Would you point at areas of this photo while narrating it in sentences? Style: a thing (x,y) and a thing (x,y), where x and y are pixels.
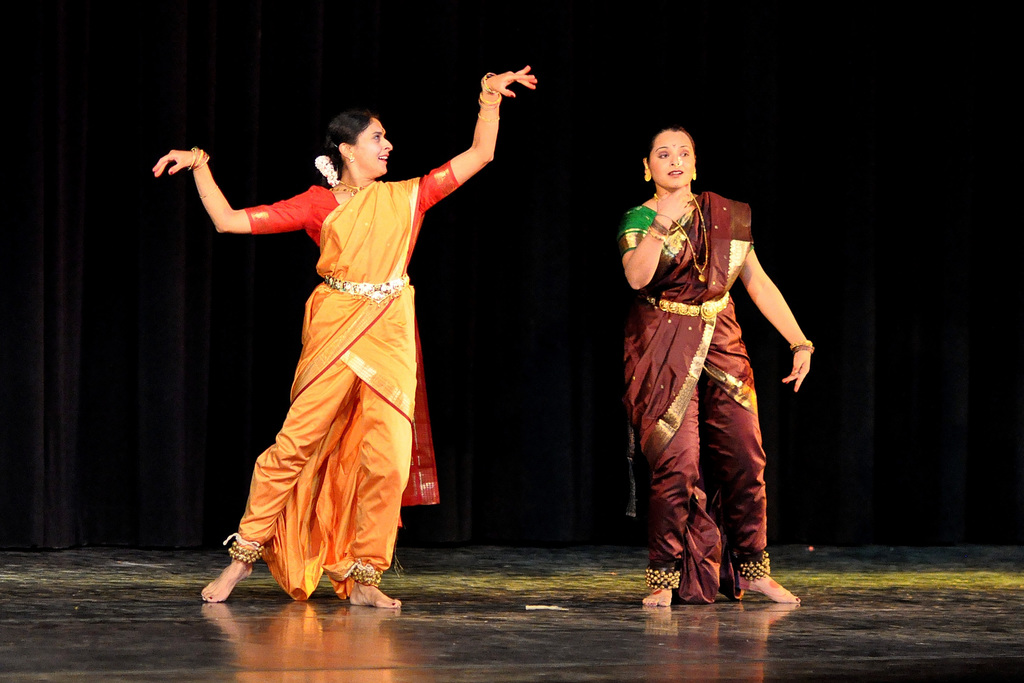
This picture is clicked inside. On the right (719,242) there is a woman (664,198) wearing brown color saree (702,359) and standing on the ground (703,605) seems to be dancing. On the left (279,226) there is another woman (371,208) wearing yellow color saree (373,425) and standing on the ground (235,606) and seems to be dancing. In the background (315,116) we can see the curtains (472,331).
